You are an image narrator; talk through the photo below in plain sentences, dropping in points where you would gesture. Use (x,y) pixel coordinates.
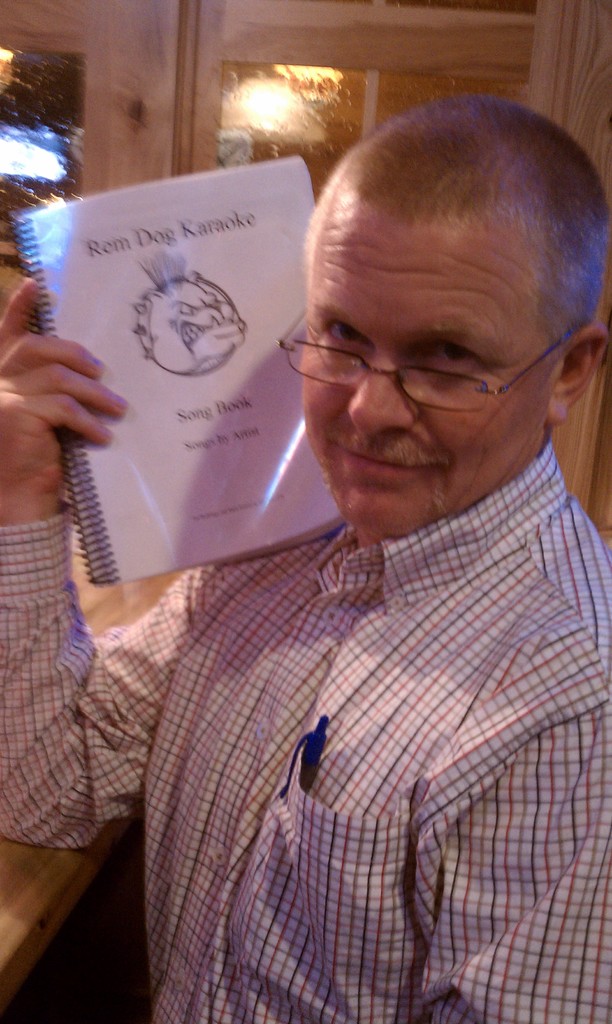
In the center of the image (297,448) a man (409,479) is holding a book (235,359) and wearing spectacles (338,375). On the left side of the image (26,733) a person hand (78,670) is present on the table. In the background of the image (265,140) window (280,115), wall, lights (250,104) are present.
